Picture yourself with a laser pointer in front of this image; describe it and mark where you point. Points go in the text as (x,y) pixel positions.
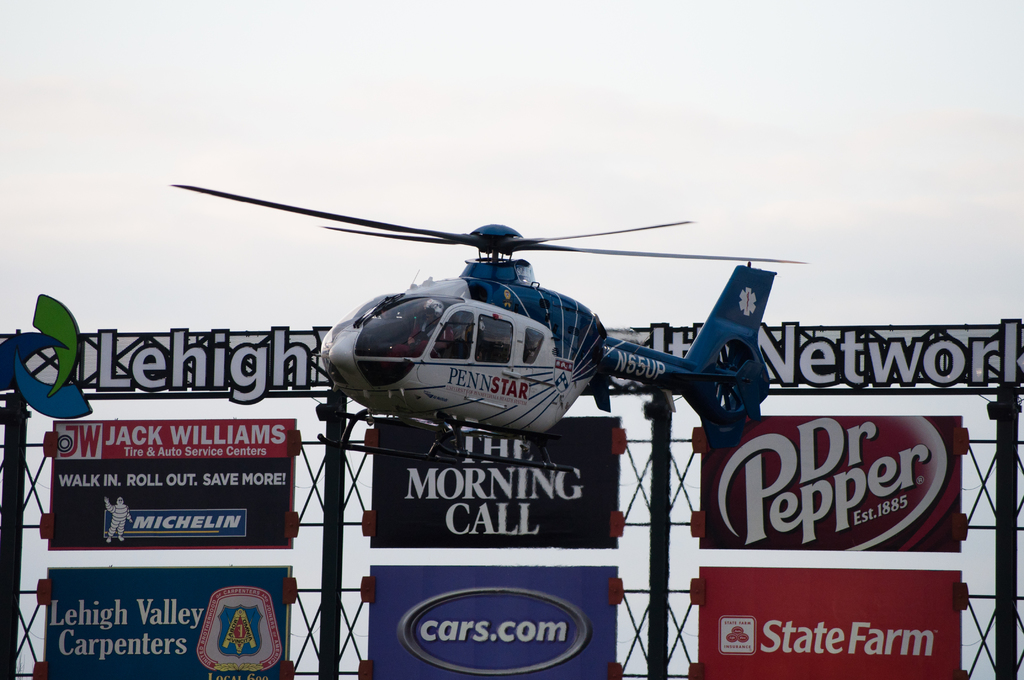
In this image I can see a helicopter (570,308) which is white, black and blue in color is flying in the air (398,277). In the background (61,496) I can see few banners (233,471), few metal poles (331,587) and the sky (43,81).
